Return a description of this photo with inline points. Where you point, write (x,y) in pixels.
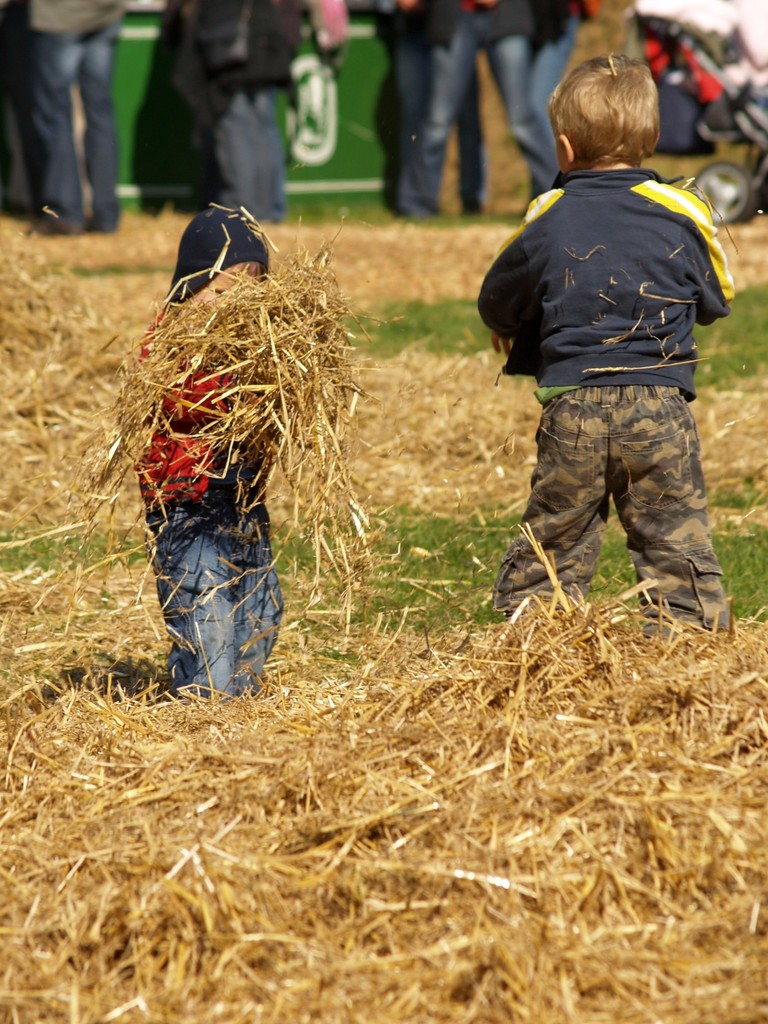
In this picture we can see two kids (609,353) standing here, at the bottom (491,754) there is grass (487,798), we can see some people (60,41) standing in the background (338,28).
